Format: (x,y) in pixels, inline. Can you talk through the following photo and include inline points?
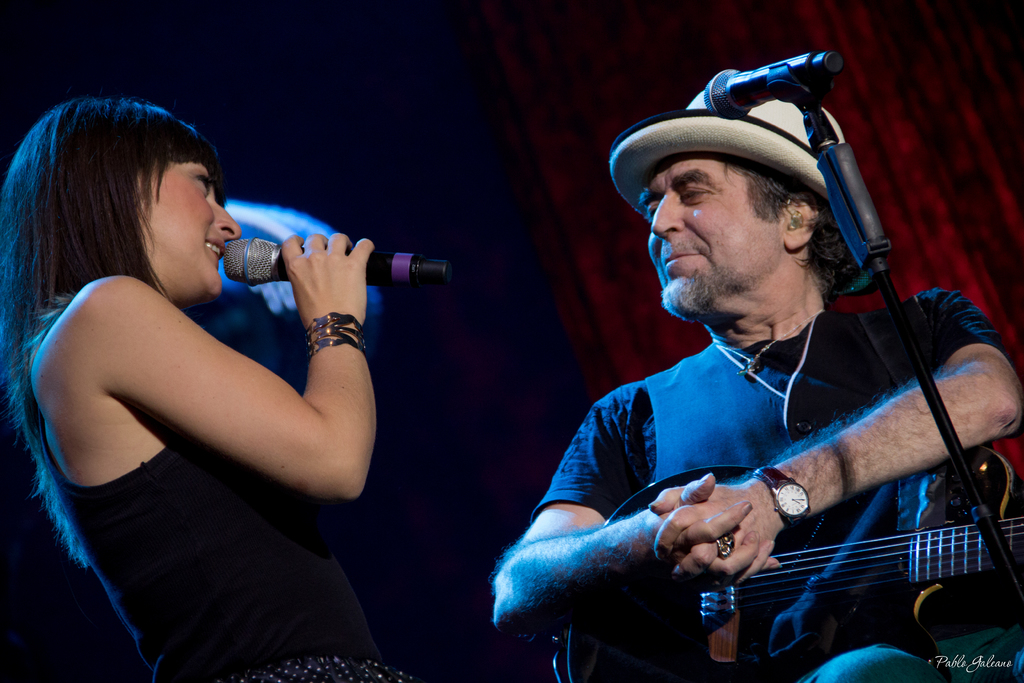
In this image i can see a woman (163,229) standing and singing in front of a micro phone (246,248) wearing a black dress (248,531) at right (845,466) the man (812,472) sitting and smiling holding a guitar (676,599), there is a micro phone (764,71) in front of him, at the background (564,160) i can see a maroon curtain (564,322). A man (776,529) wearing a watch (790,498) and ring (725,541).
